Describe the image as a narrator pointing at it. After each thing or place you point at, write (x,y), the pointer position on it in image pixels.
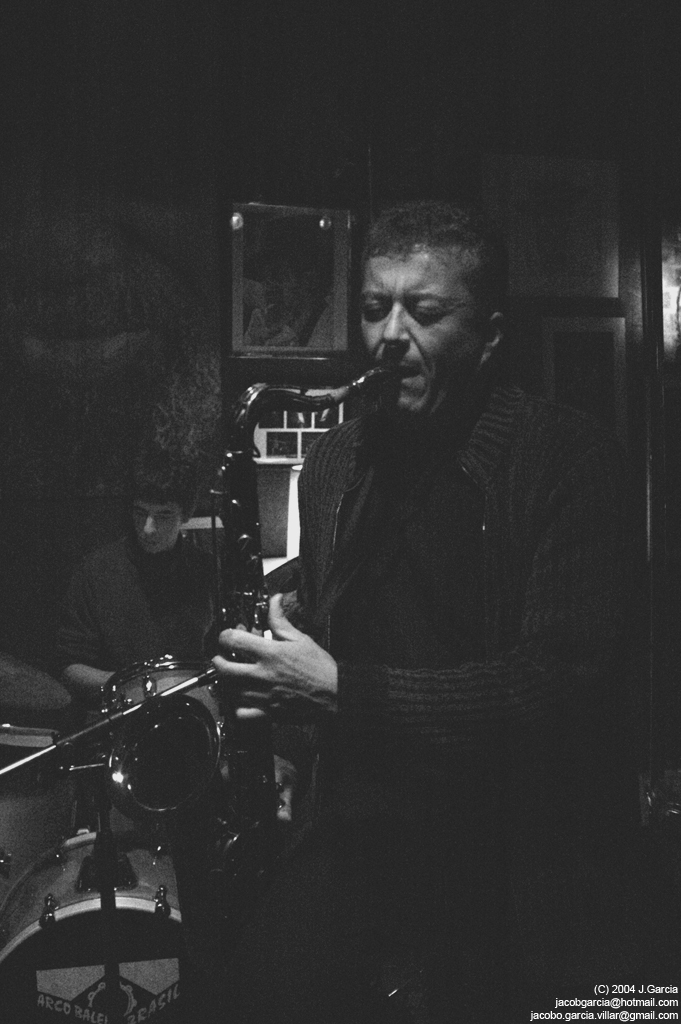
In the foreground of this image (402,602), there is a man (461,628) playing a musical instrument (267,632). In the background (158,589), there is another man (161,585) sitting and playing drums (156,667) and we can also see the wall (269,194) and few objects (299,314) in the dark.
